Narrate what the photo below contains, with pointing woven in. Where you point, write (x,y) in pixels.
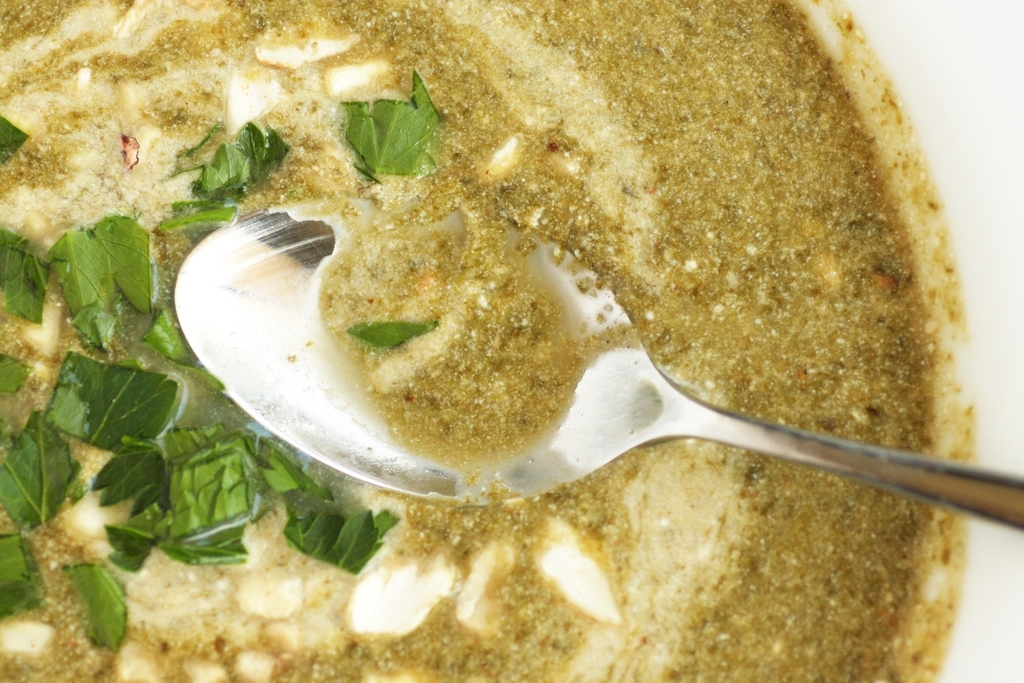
In this image there is food (619,123) on a bowl (997,106). Here there is a spoon (804,434).
